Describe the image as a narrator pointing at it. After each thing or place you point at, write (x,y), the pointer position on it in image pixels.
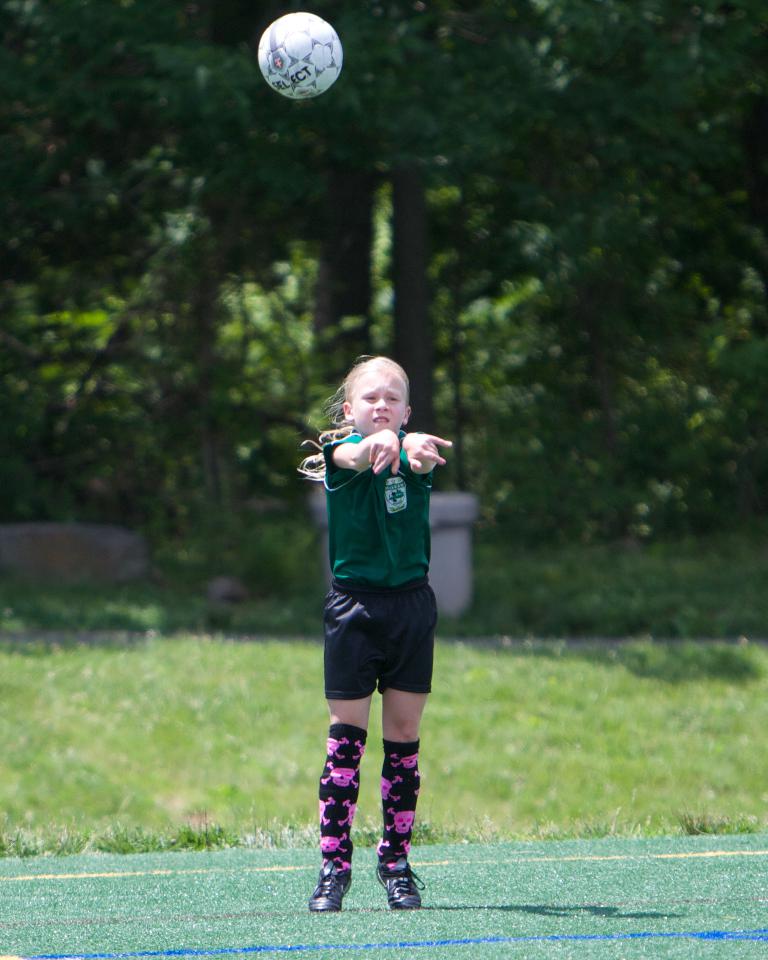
In this image I can see a person (380,629) standing, wearing a green t shirt (343,550) and black shorts (374,627). There is grass (273,691) and trees (493,224) at the back (493,224). There is a white ball (288,38) at the top of the image (293,56).
